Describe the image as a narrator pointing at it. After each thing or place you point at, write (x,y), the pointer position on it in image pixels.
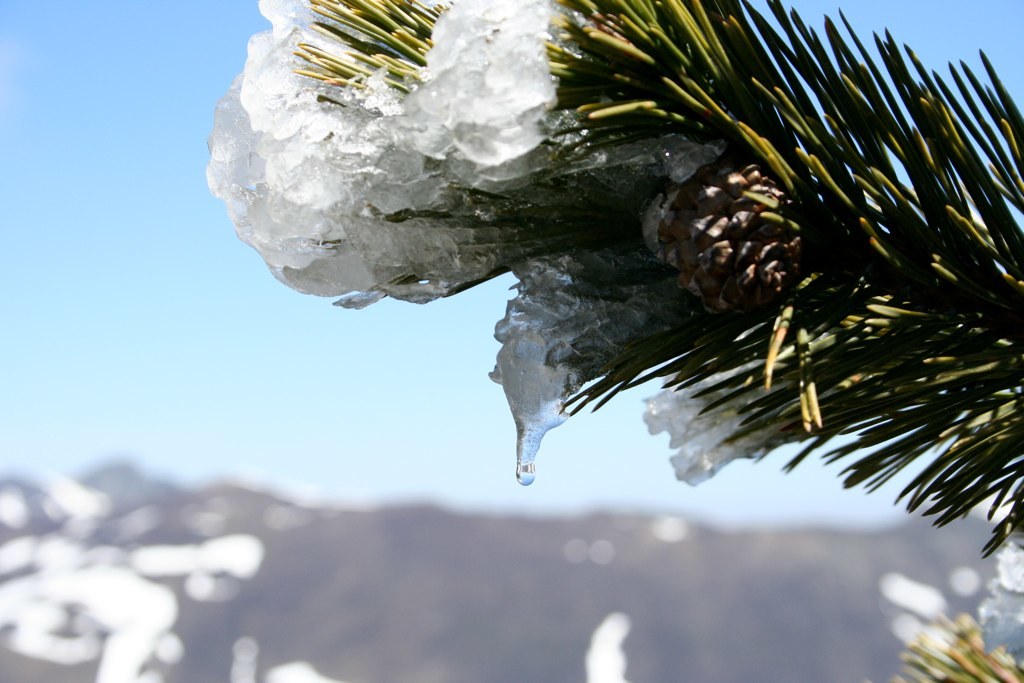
In this image we can see the sky (118,216). There are mountains (412,610) in the image. There is a plant (786,244) in the image. There is a snow (497,179) in the image.
